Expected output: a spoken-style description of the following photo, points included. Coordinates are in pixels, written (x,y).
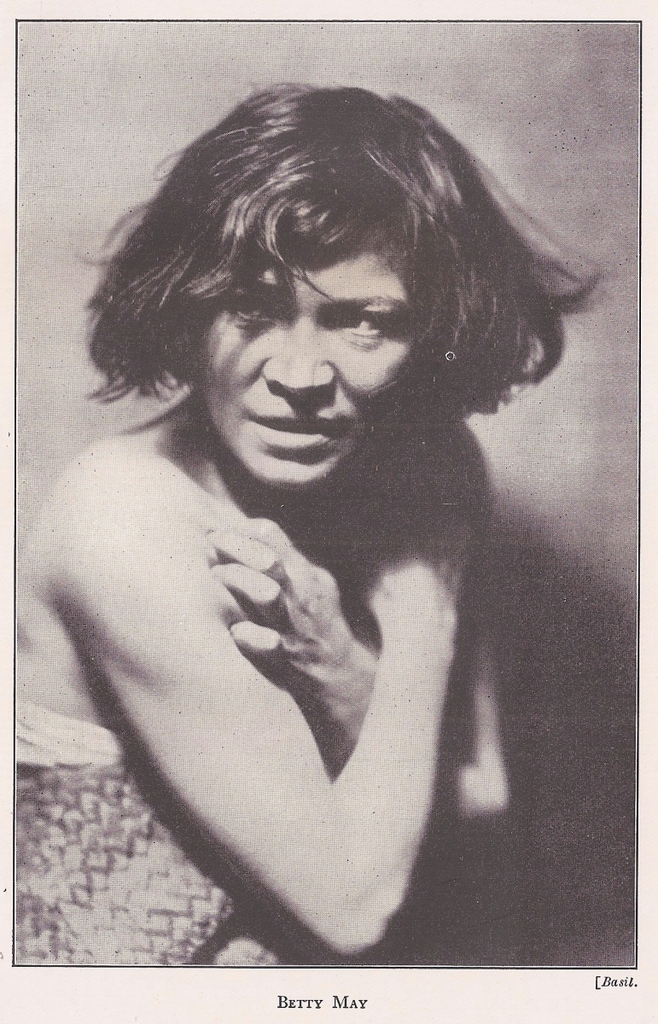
In this image I can see the old picture of a person (311,446) and I can see something is written to the bottom of the image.
